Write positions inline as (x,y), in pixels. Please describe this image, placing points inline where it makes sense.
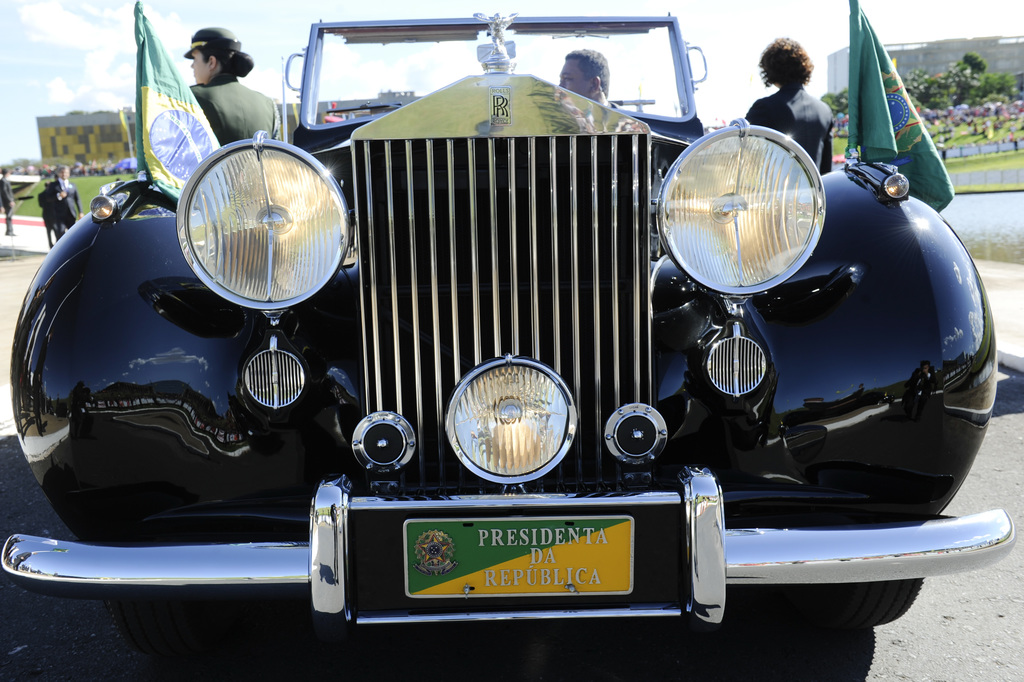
This is a picture of the car (912,278) and at back ground (801,139) there are 2 persons (202,74) standing at left (206,113) and right and 2 flags (859,58) attached to the car (797,256), building (848,72), tree (923,96).
